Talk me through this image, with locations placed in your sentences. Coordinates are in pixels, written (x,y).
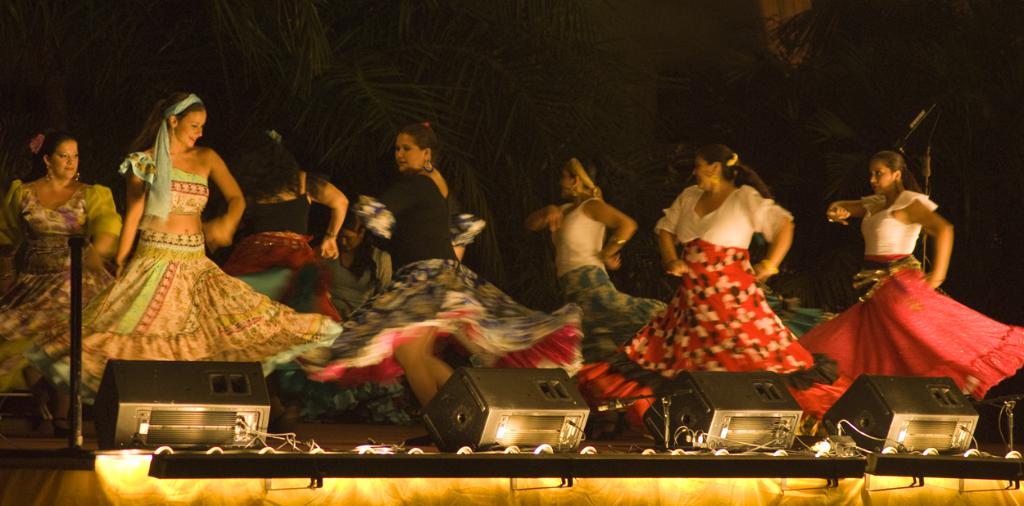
In the center of the image (403,269) we can see ladies (448,244) dancing. At the bottom (246,424) there are speakers (572,427) and lights (106,461). In the background (1002,74) there are trees (557,58).
